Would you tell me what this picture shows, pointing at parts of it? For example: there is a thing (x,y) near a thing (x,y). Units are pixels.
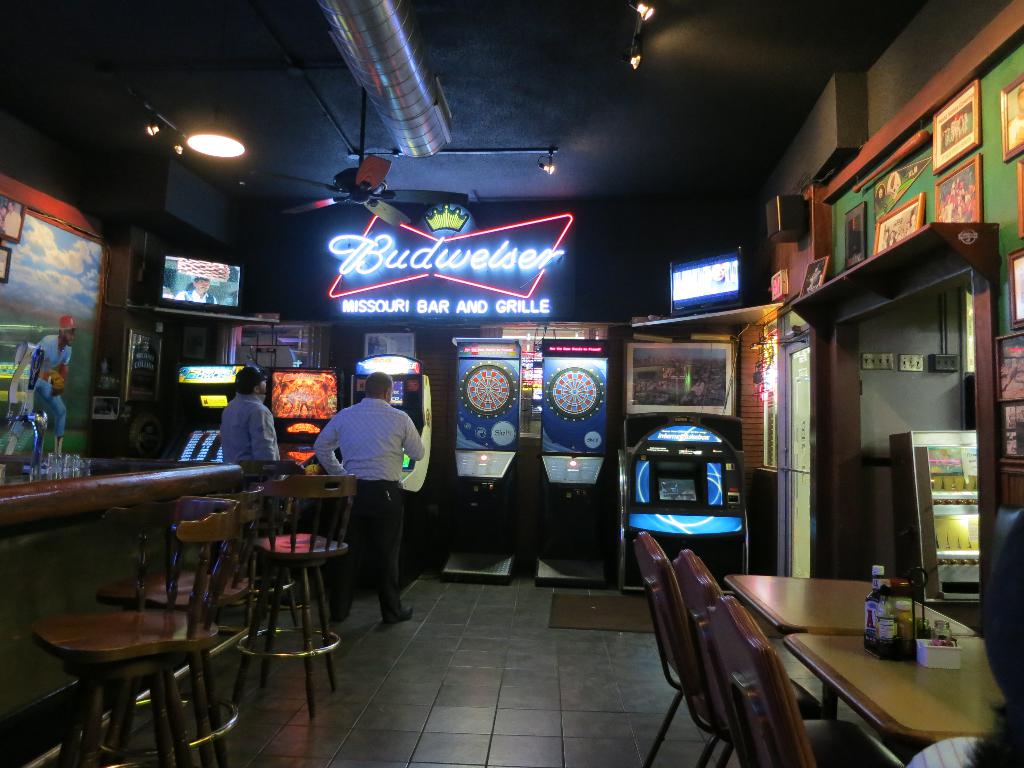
This is a room (476,321). There are many tables (855,657), chairs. On the table (848,641) there are bottles (908,630), boxes (923,647) and some other items (921,623). In the background (255,445) there are two persons (258,431) standing. On the wall (251,293) there is a TV (237,295), playing stations (506,416), photo frames (917,222), speakers (799,204), lights (237,137). And a fan (361,191) is on the ceiling (340,152).
